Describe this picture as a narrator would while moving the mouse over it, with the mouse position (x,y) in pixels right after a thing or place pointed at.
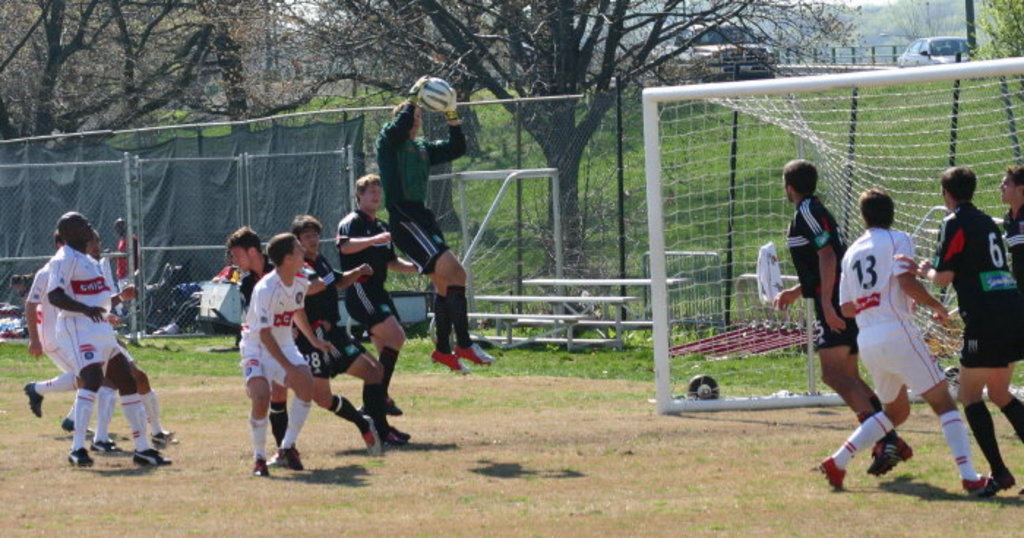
There are many players (353,259) on the football court (381,472). A man (433,218) with green t-shirt (426,180) is holding the ball (431,108) and he is in the air (440,118). And some are wearing white t-shirt (262,311). At the back of them there is a mesh (143,177). In the background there are some trees (422,60). In the right side (738,153) there is a court (650,269). And there are some men (833,277) standing and some are running.
